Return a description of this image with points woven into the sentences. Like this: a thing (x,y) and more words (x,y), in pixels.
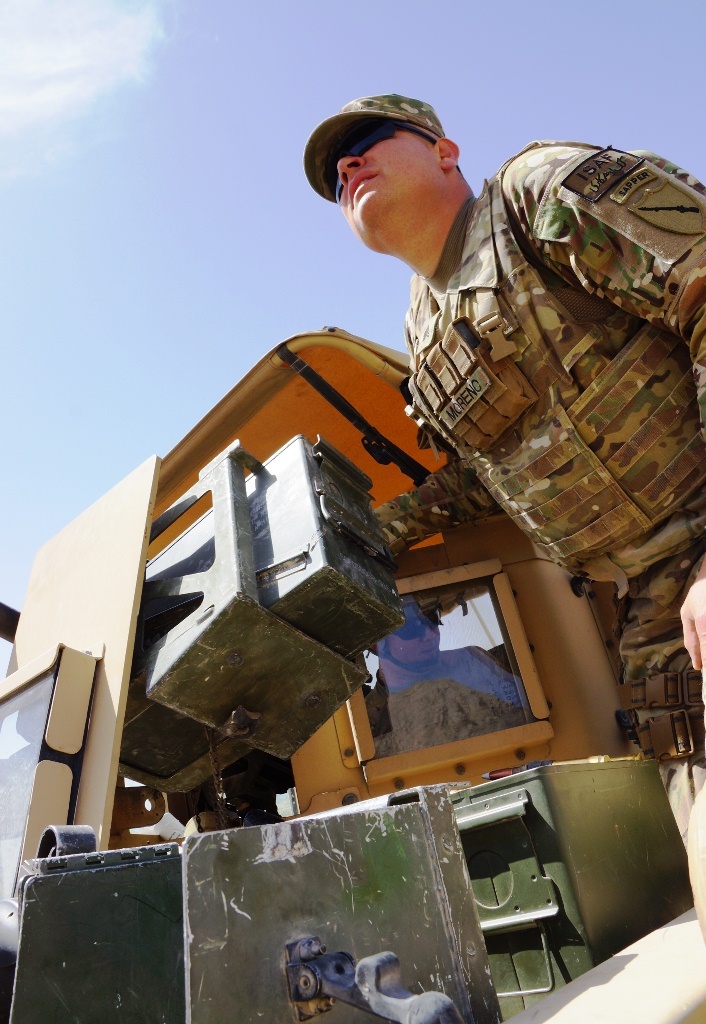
In this image I can see the vehicle (389,716) and one person (395,631) is inside the vehicle (531,625) and an another person (494,331) wearing military dress (479,297). The sky (249,166) is in blue and white color.
